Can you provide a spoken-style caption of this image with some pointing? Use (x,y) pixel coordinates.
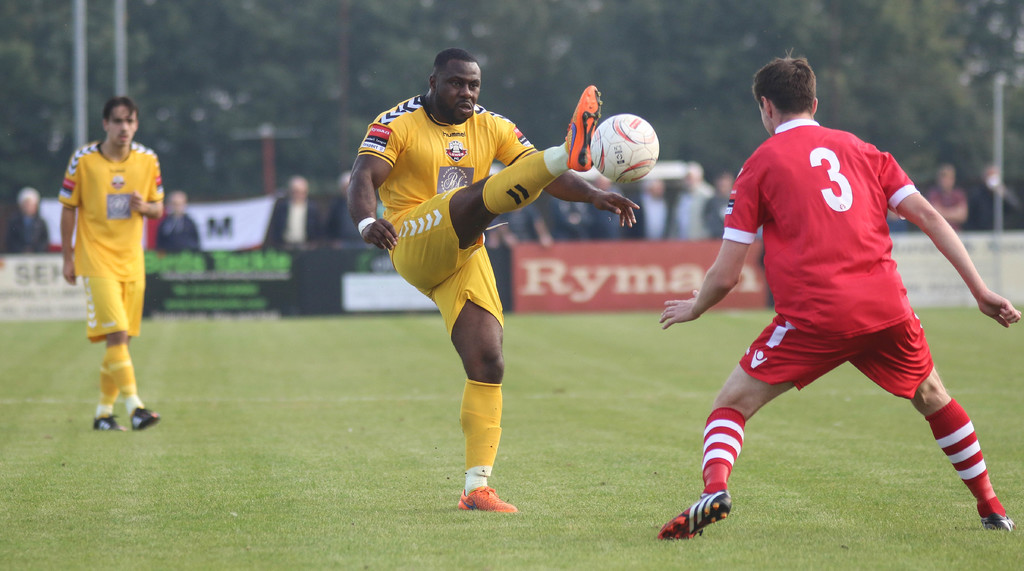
There are three people (680,311) standing in a ground (687,400). In the center (473,228) we have a person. His kicking a ball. In the background (303,287) there is a group of people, trees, banners (547,274).
